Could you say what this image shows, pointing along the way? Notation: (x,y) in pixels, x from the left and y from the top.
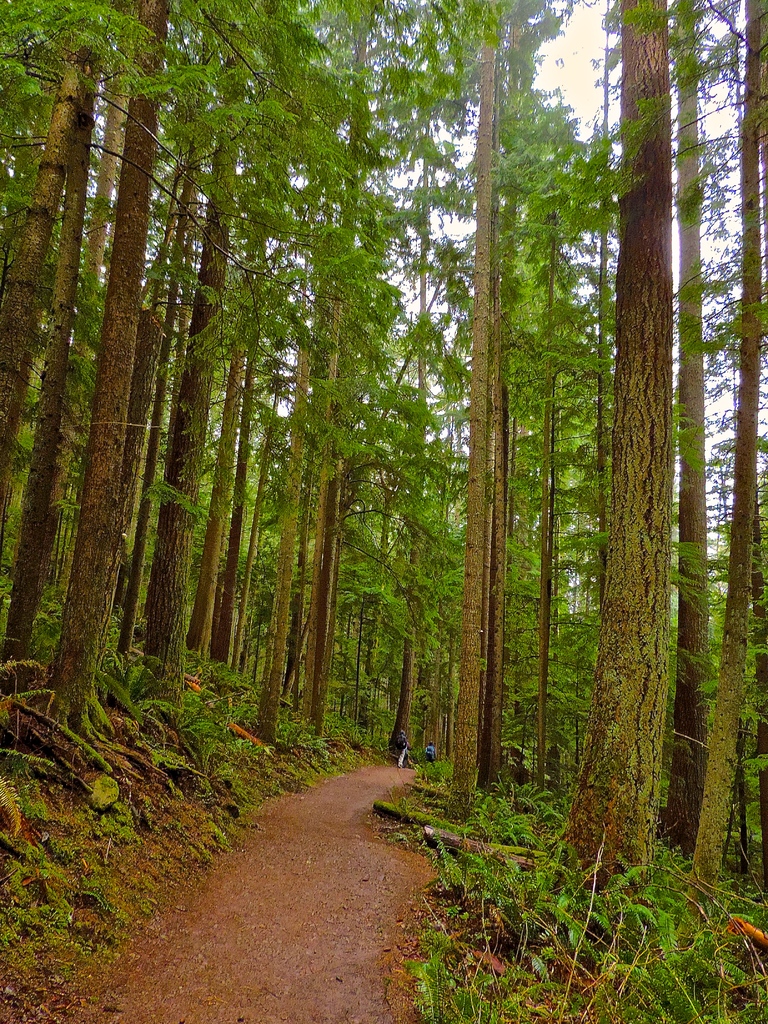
There is a mud road (267,869). On the sides of the road (318,952) there are grasses (482,794), plants (477,872) and trees (421,313). In the background (554,76) there is sky (458,233).
